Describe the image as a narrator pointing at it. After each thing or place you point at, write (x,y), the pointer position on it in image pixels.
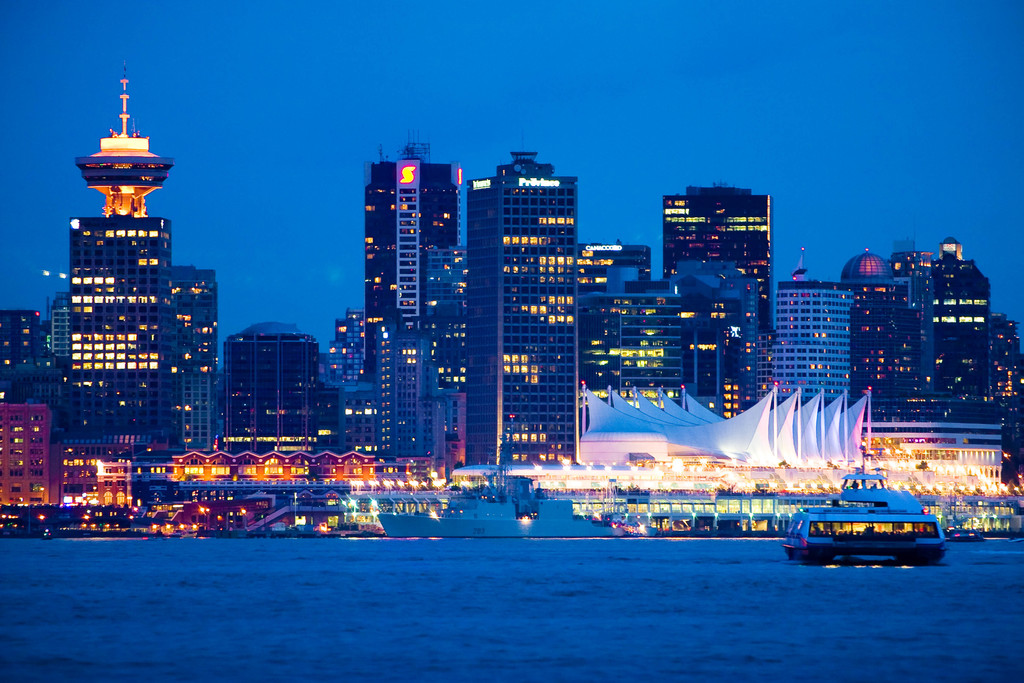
In this picture we can see water (605,647) and we can see a boat (863,522) on the right side (880,512) and we can see houses (47,478) in the background (255,456) and tall buildings (440,396) and we can see dull the sky (686,133) on the top (283,191).
